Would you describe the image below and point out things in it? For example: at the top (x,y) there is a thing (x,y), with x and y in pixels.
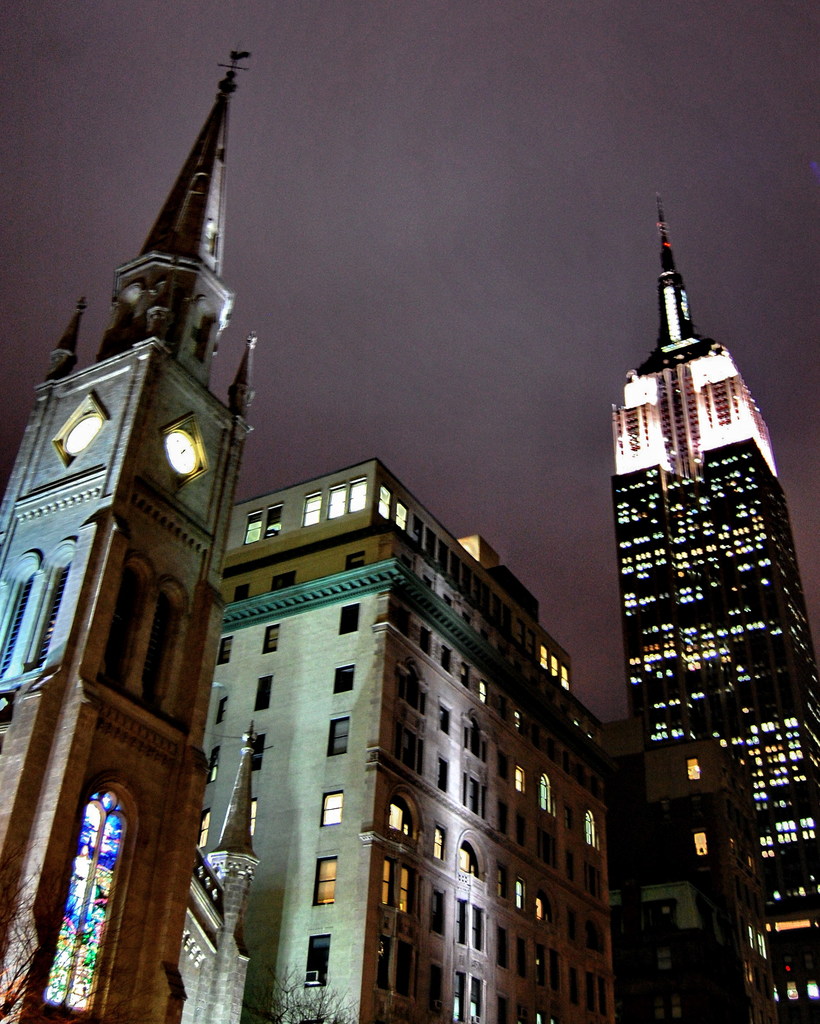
In this picture there are buildings (429,935) and trees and there are clocks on the wall (82,707) and there are lights (668,309) inside the buildings (379,821). At the top (470,192) there is sky (490,179).
